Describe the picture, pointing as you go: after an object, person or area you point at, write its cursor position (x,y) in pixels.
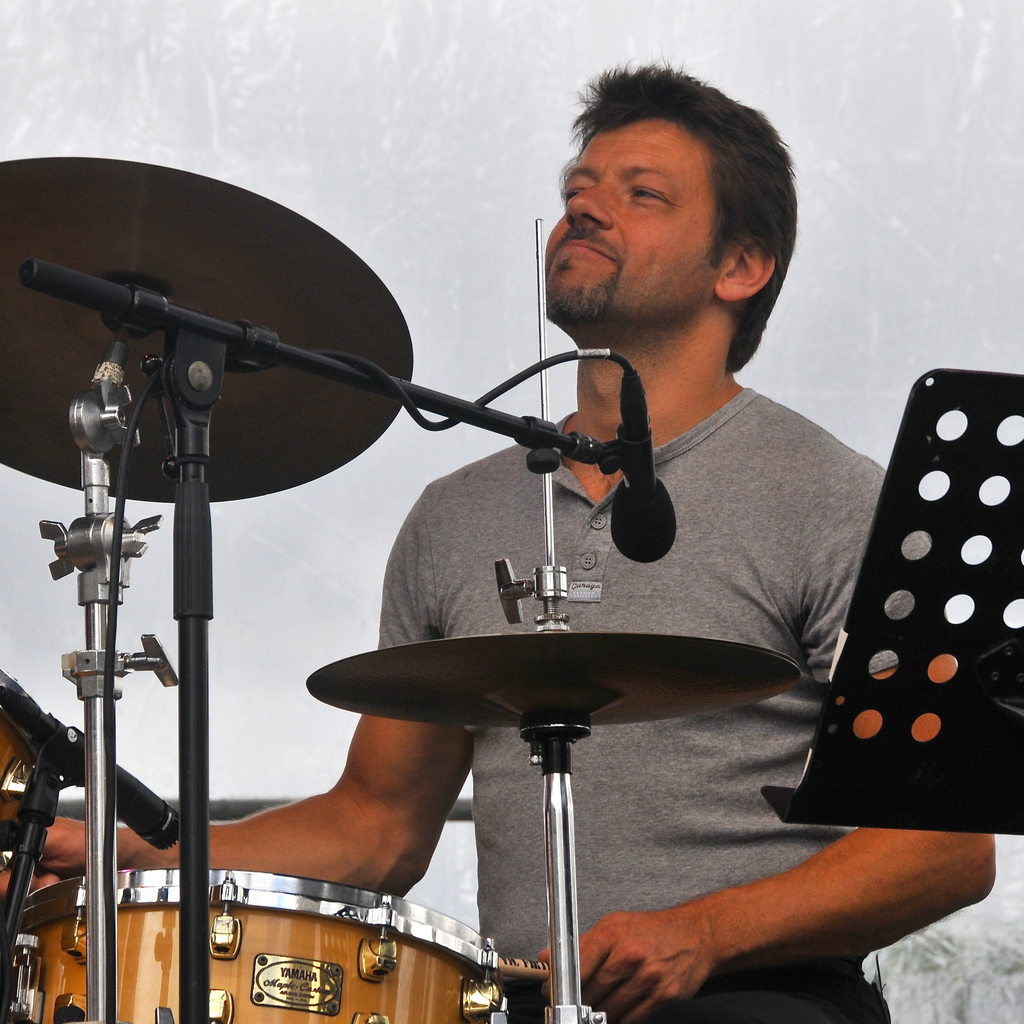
In this image I can see the person (577,626) wearing the dress (589,823) and playing the drum set (284,912). And there is an ash color background (466,157).
